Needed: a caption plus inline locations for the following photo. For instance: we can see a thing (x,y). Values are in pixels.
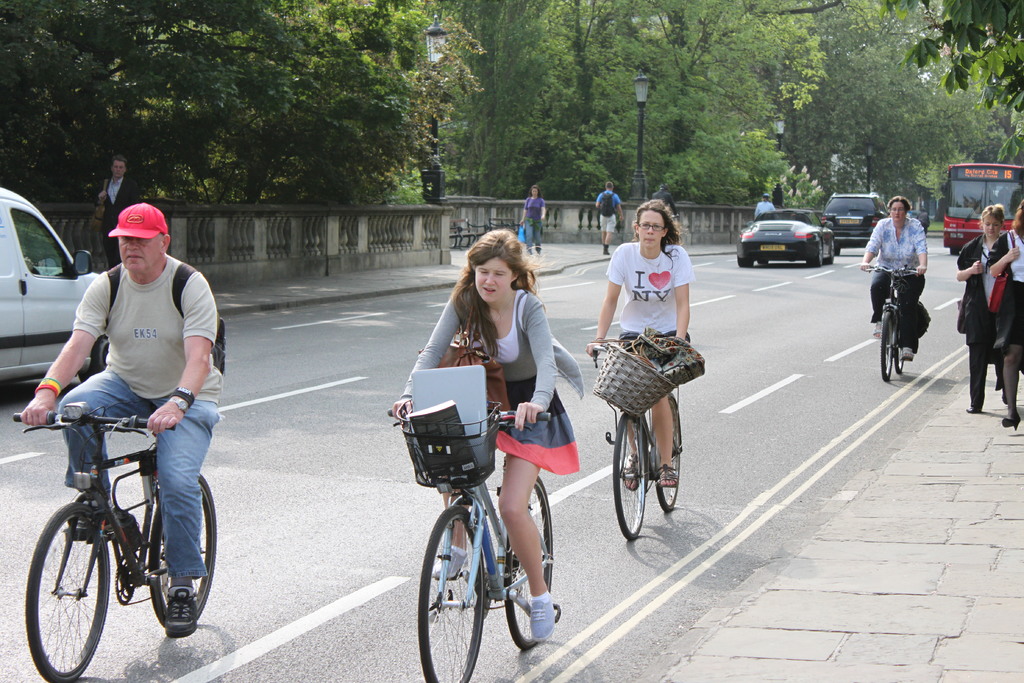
Four people (92,301) are riding their bicycles (556,609) on a road (376,519). There are trees (563,91) on the left side (287,133).
